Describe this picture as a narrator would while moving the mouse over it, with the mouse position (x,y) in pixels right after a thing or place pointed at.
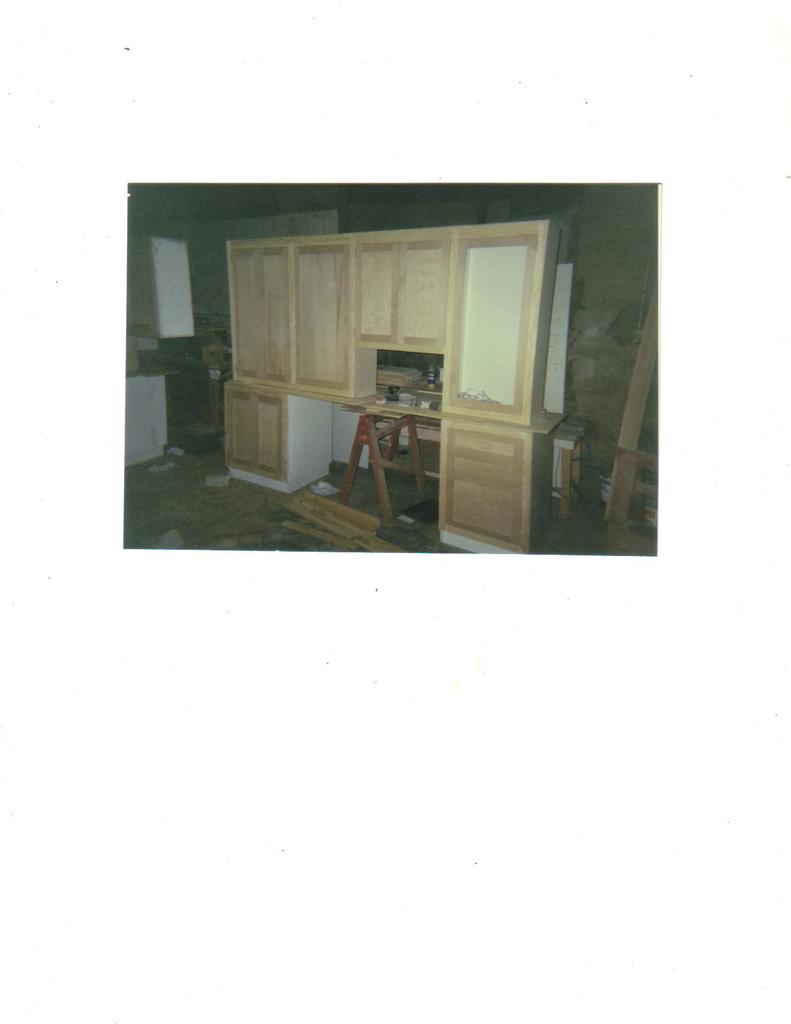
This is an inside view. Here I can see a cupboard (304,336). On the left side (147,403) there is a table (147,403). Some wood material (324,518) and few objects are placed on the floor (200,501). In the background (432,222), I can see the wall (610,313).
